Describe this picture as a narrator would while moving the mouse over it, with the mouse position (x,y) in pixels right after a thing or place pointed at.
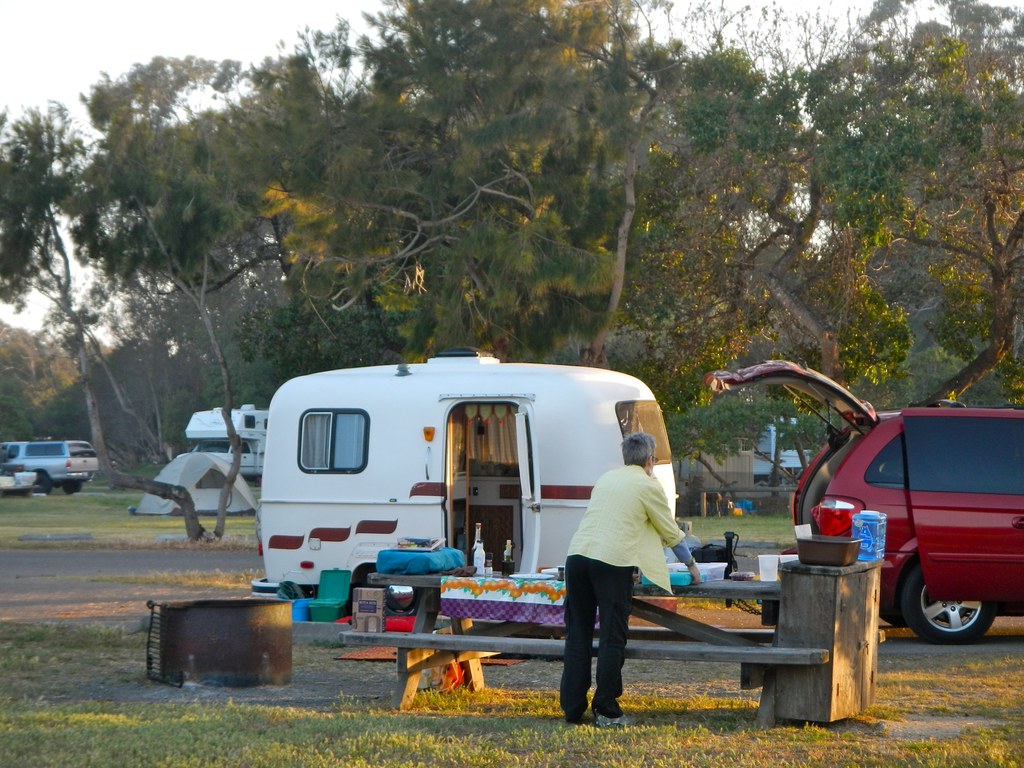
We can see table (486,601), bench (667,643) and a person (592,505). On this table (657,600) there is a container (814,554), bottles (478,565) and things (720,572). Far there is tent (176,469). Background (207,425) there are vehicles (219,430) and trees (518,226).
